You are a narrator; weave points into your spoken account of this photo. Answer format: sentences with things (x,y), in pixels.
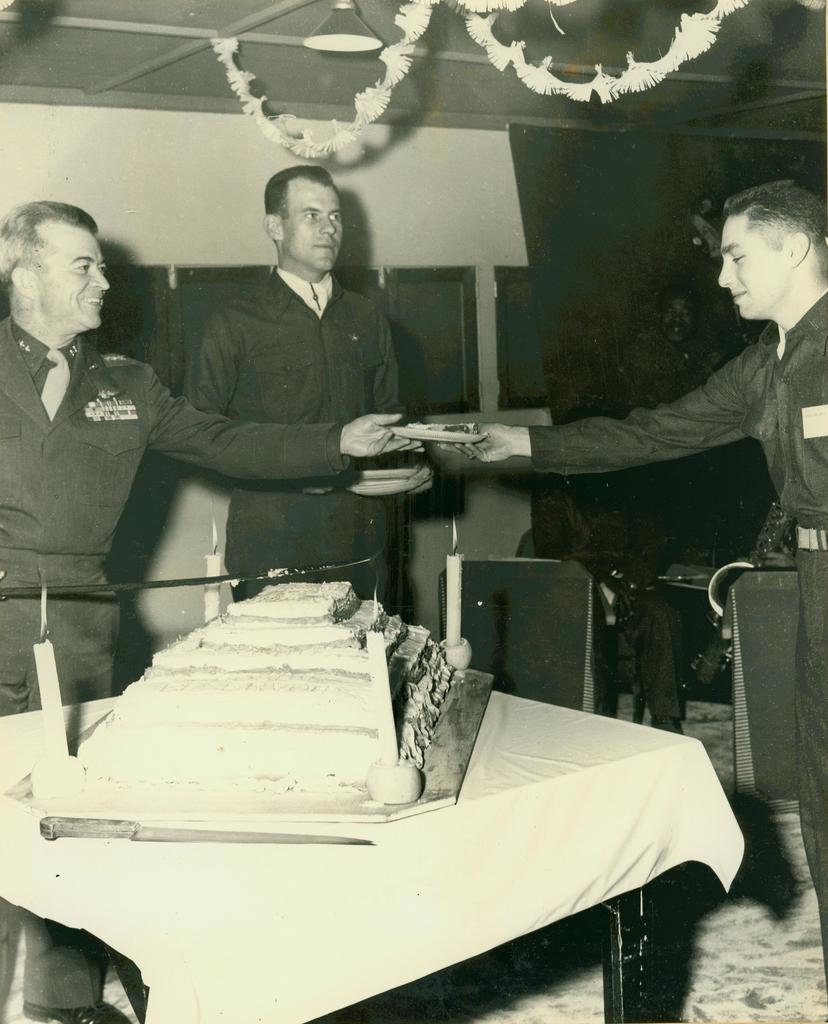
In this image I can see three people (456,445) standing. In front of them there is a cake (316,708) and candles (459,590) on the table (377,854).
